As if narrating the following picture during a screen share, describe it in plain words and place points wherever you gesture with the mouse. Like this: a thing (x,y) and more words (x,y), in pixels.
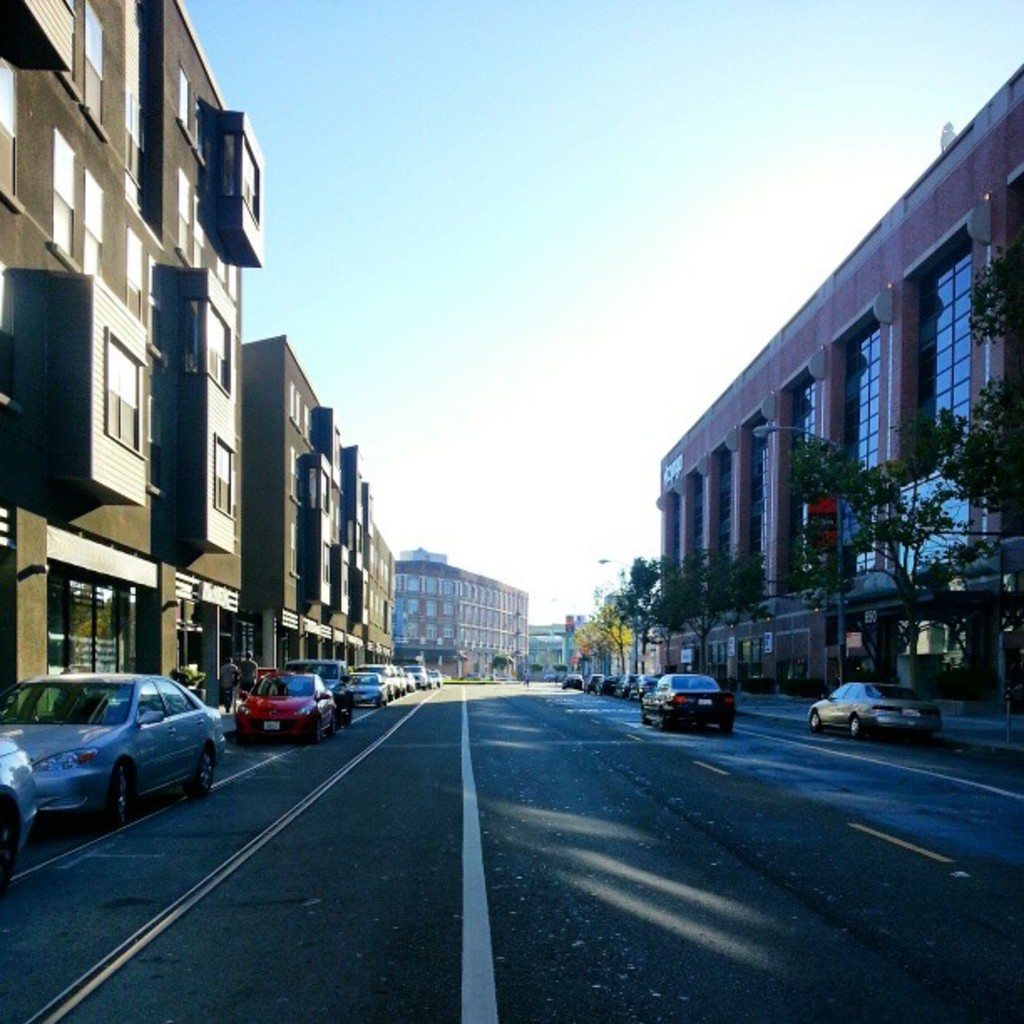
In the picture we can see a road (515,966) and besides the road (333,868) we can see cars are parked near the building (377,595) and opposite side also we can see some cars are parked and some trees (911,591) near the building (852,667) and in the background (469,654) we can see the building (473,609) with many windows (497,642) and beside it we can see some houses (555,661) and top of it we can see the sky (506,578).
